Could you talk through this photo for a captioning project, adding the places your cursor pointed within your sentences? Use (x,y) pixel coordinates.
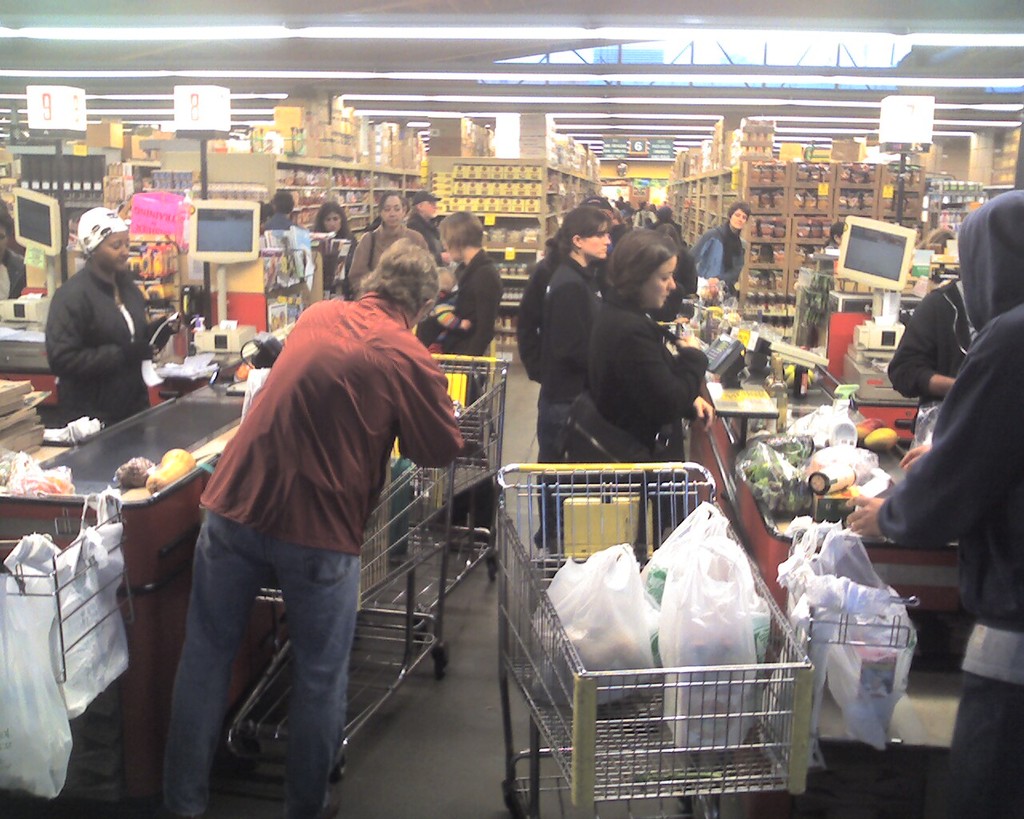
In this image I can see a group of people (416,372) are standing. I can also see tables (115,440) on which there are some monitors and other objects (851,463). In the background (540,214) I can see shelves (774,231) which has some objects (409,149). Here I can see trolleys (502,673) and carry bags (670,645).
